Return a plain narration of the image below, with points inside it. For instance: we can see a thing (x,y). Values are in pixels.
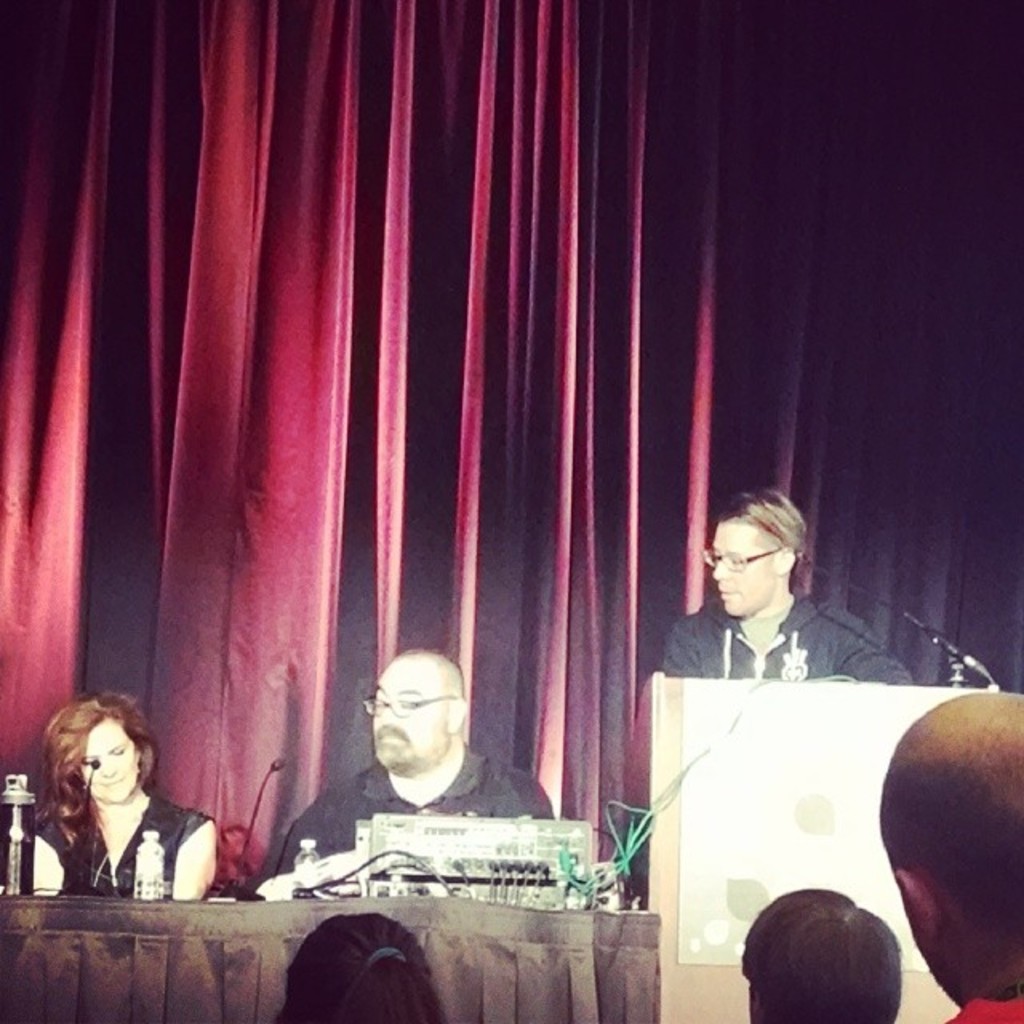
In this image we can see three people (994,902) sitting in front of the stage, two people (418,781) sitting on the chairs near the table (180,917) on the stage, one table (196,923) with tablecloth (258,920), one man (756,556) standing near the podium (733,871), some water bottles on the table (204,976), one microphone (945,649) attached to the podium (897,708), one cloth (713,768) on the podium (713,784), one microphone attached to the table (266,903), some objects (325,886) on the table (369,912) and one big red curtain (541,244) in the background (202,659).
